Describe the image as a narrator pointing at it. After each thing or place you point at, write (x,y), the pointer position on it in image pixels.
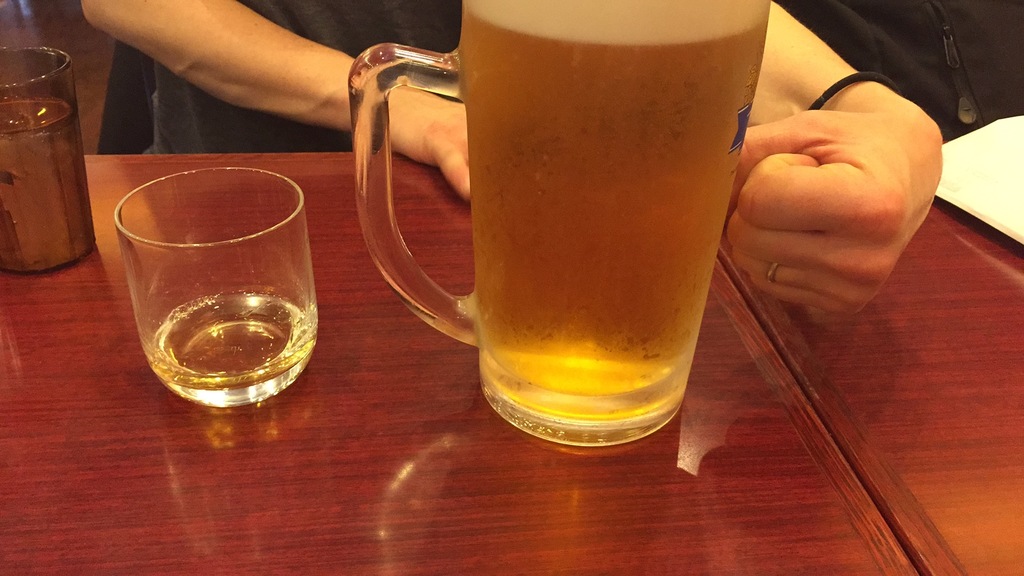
In front of the image there are tables (829,323). On top of it there are glasses (35,191), jar (737,15) and a book (1016,230). Behind the tables (979,261) there are two people (290,31).
